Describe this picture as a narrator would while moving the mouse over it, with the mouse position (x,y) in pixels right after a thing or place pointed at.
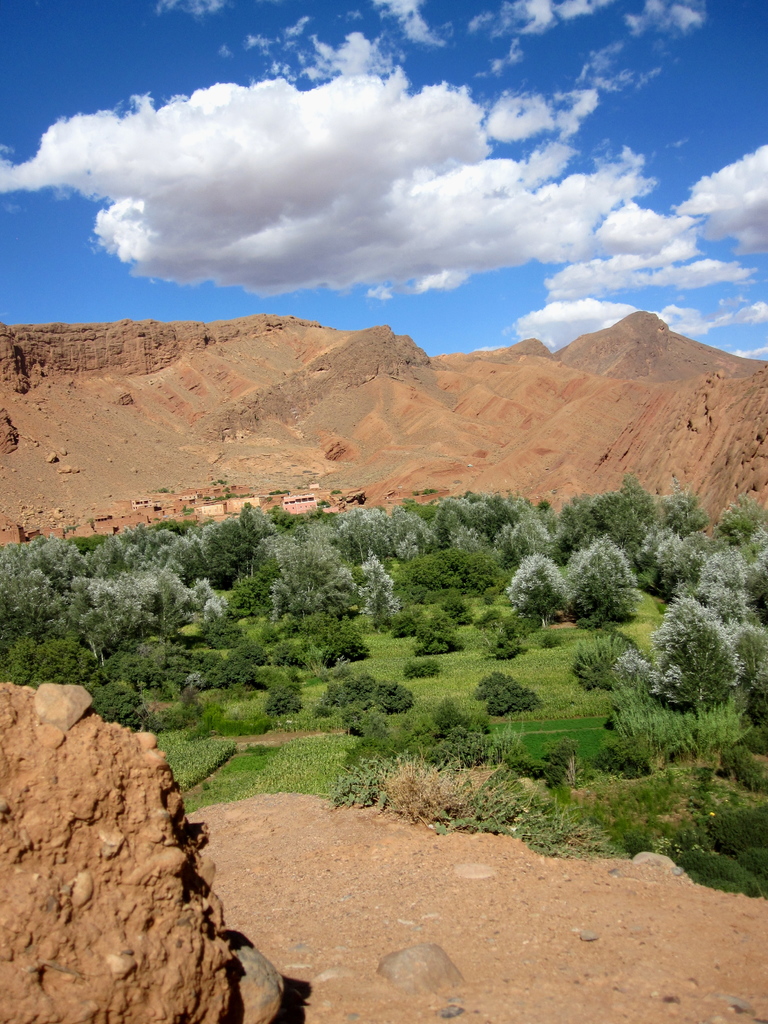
In this image we can see trees (328,634), plants (339,642), grass (378,635), also we can see the mountains (221,428), and the cloudy sky (490,156).
